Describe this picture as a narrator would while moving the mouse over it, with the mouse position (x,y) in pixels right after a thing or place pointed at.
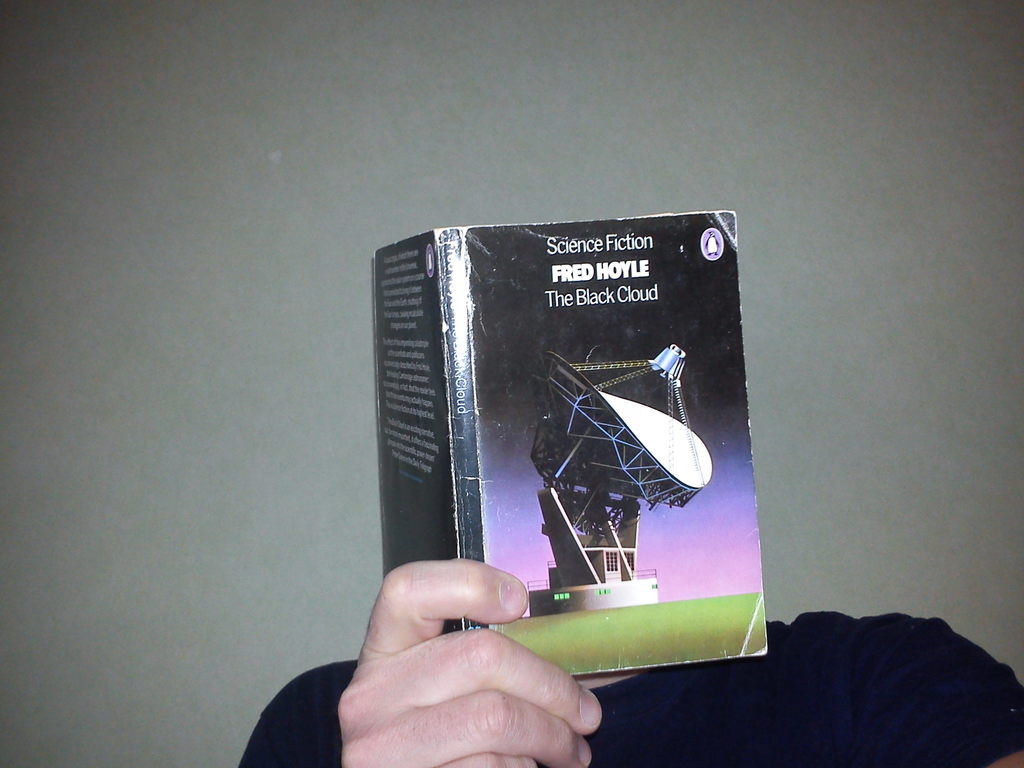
In the center of the image (638,431) a person (783,650) is holding a book (578,450). In the background of the image (285,524) a wall (76,383) is there.
